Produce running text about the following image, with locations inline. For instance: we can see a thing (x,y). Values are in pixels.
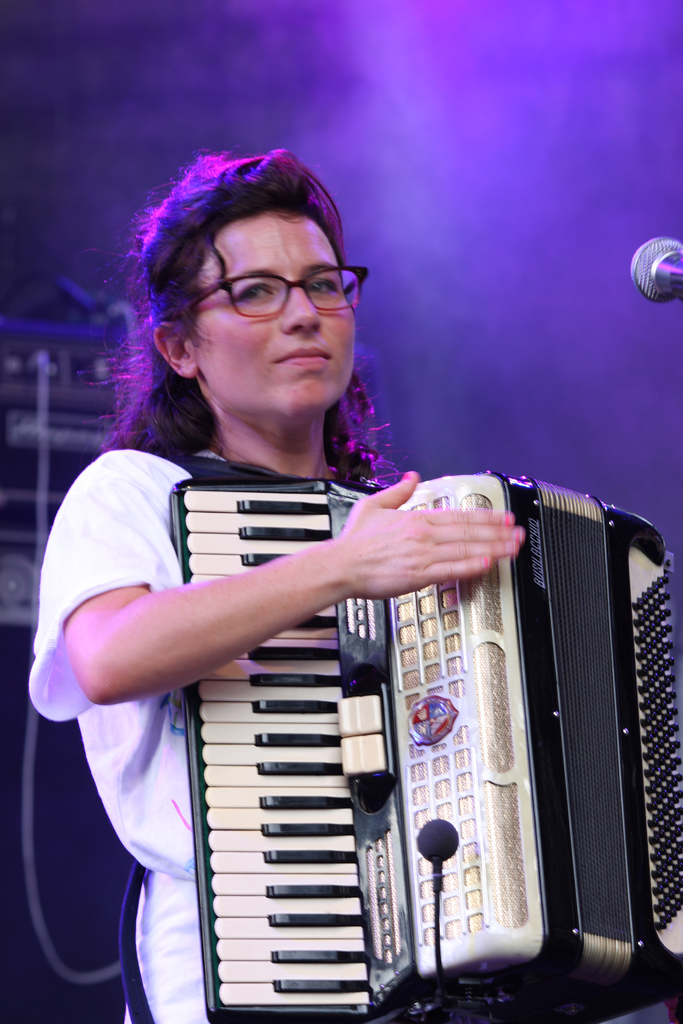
In the center of the image (315,369) there is a woman (226,645) holding an accordion (478,695). On the right side of the image (646,278) there is a mic (649,265). In the background (596,87) we can see musical instrument (30,456) and smoke (322,84).
